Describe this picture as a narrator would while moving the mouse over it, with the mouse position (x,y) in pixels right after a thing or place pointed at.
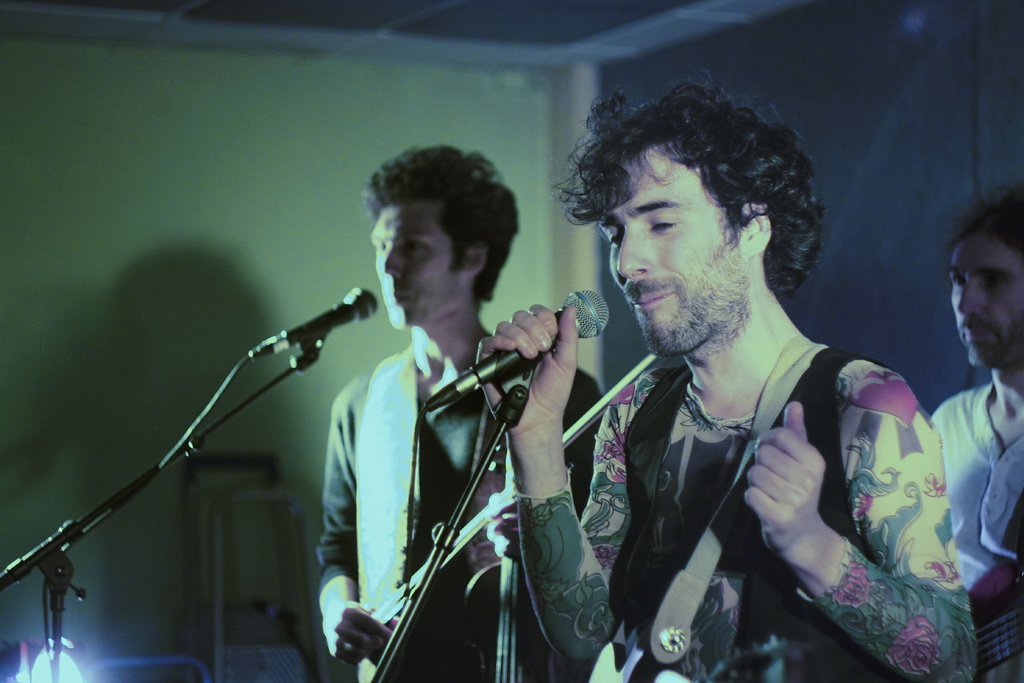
In this image there is a person (666,481) holding a mic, beside that person (655,469) there is another person (422,376), in front of that person (400,403) there is another mic (310,335), behind these two persons (680,414) there is another person (983,430) playing guitar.
